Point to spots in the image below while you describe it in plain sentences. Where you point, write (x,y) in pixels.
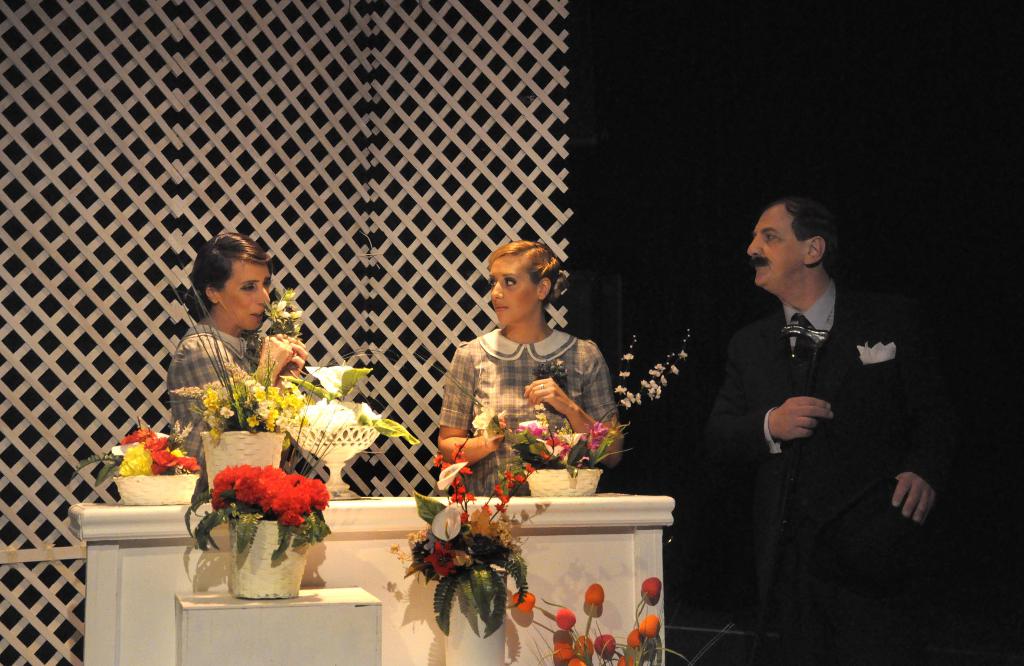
In this image we can see a group of people (818,446) standing. One woman (263,354) is holding leaves (294,336) with her hands (275,345). In the foreground (565,562) we can see some flowers (508,540) and leaves (465,541) placed in baskets (226,444) and pots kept on the surface (427,591). In the background (490,75), we can see a fence (486,68).
